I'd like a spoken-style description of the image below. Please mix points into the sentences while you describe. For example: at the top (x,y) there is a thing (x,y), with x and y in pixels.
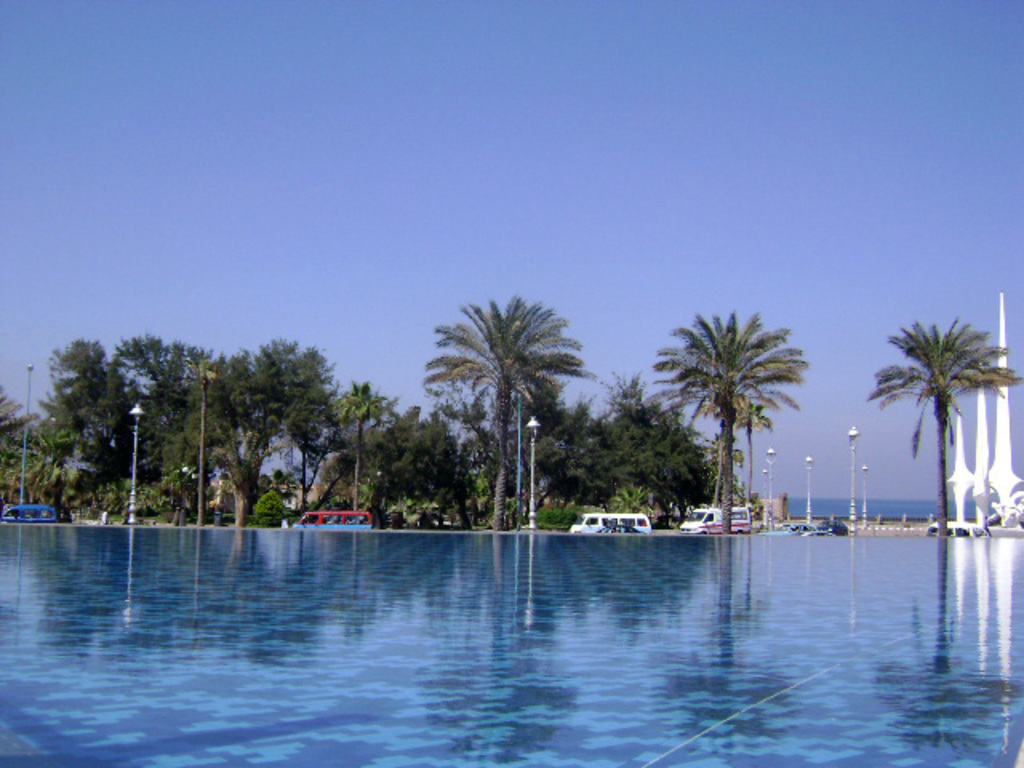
In this image, there is an outside view. There are some trees (491,368) and vehicles (345,516) in the middle of the image (389,512). In the background of the image (285,55), there is a sky (501,53).
